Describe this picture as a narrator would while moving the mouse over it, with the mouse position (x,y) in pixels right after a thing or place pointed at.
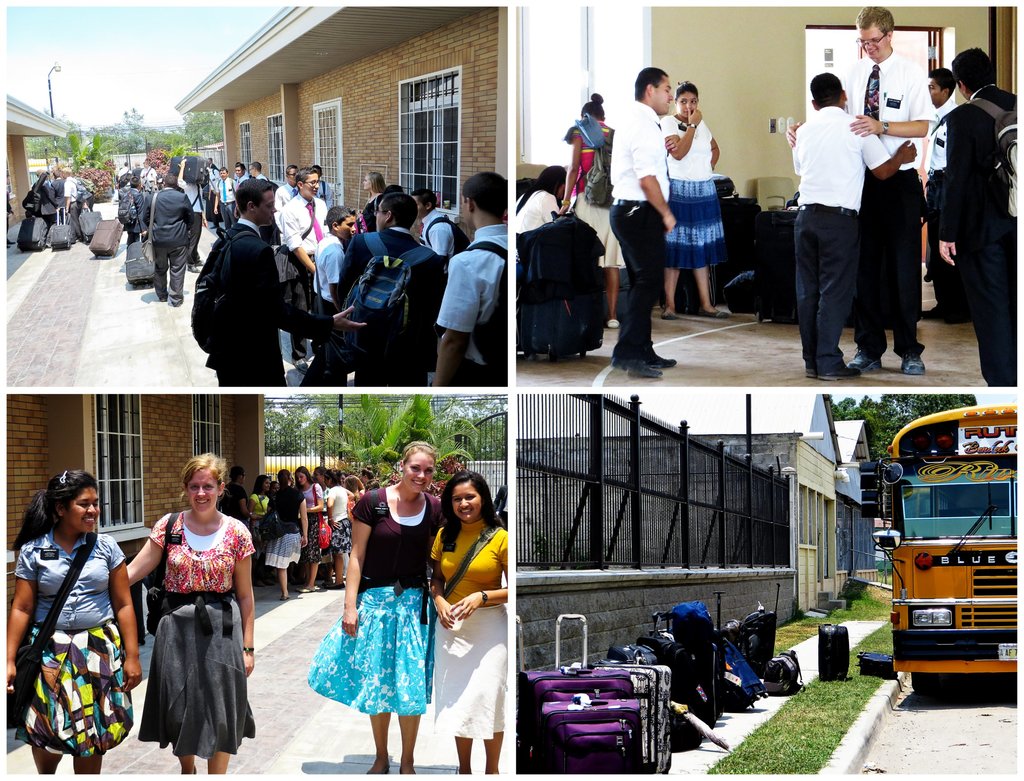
It is a collage image. In the bottom right side of the image (1013,567) we can see a vehicle (881,542) and there are some luggage bags (535,760). Behind them there is fencing (600,427) and buildings (833,442) and trees (893,420). In the bottom left side of the image (200,547) few people (385,511) are standing and smiling. Behind them few people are standing and there are some trees (312,423), fencing (305,425) and building (125,402). In the left side of the image (209,347) few people (497,226) are standing and holding some luggage bags (195,164). Behind them there are some buildings (205,100), poles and trees (109,158). At the top of the image (37,16) there are some clouds (16,58) in the sky (20,36). In the top right side of the image (884,37) few people (962,275) are standing. Behind them there is wall (730,23) and luggage bags (768,223).
